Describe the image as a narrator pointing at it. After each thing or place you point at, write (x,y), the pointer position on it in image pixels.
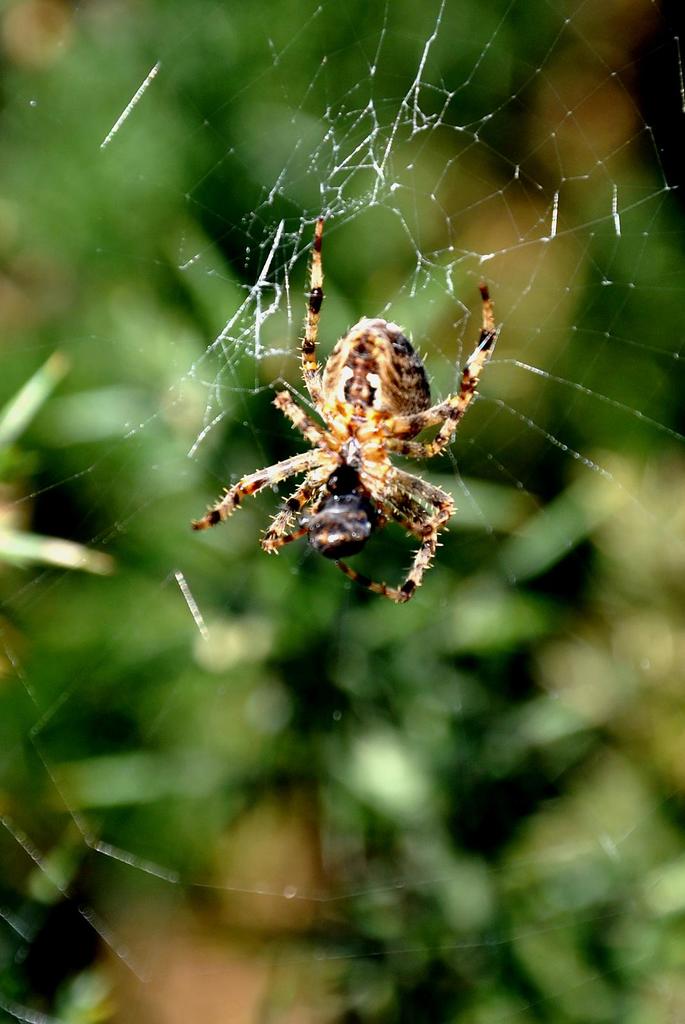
In this image I can see a spider (366,439) which is in black and brown color. Background (555,636) is in green color.
